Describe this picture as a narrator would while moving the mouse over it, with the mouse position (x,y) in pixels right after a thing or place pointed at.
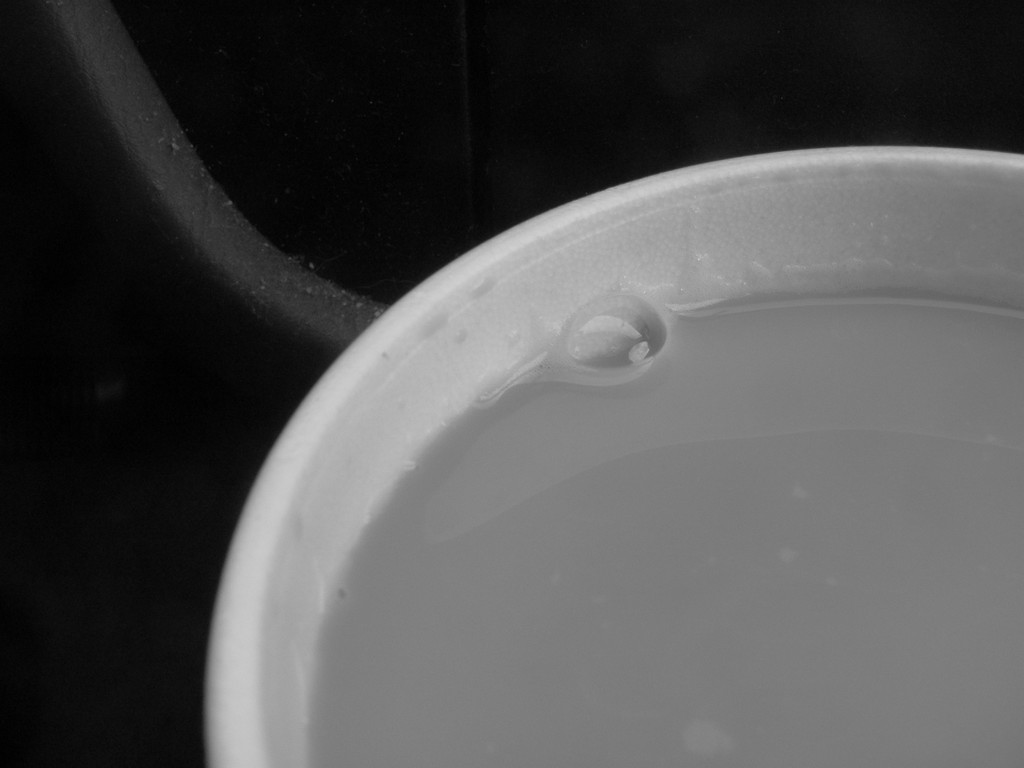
This is a black and white image. In the image on the right side (801,339) there is an object (287,583) with liquid (715,325) and a bubble (598,359) in it. Behind that there is an object (325,285) that looks like a rod (268,315).
